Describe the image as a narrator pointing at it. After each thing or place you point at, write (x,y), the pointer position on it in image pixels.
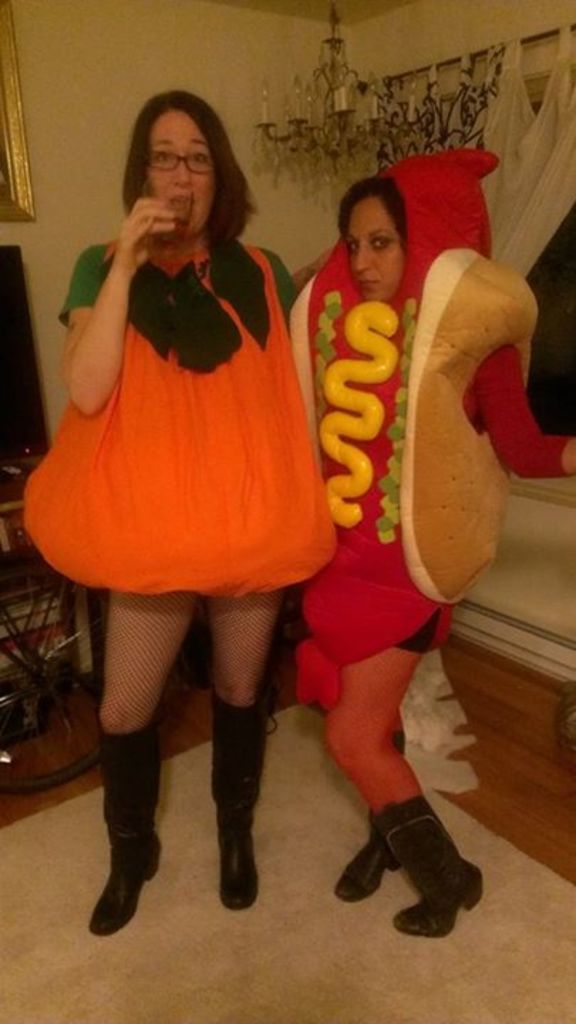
In this image, there are two persons (391,323) wearing clothes (317,530) and standing in front of the wall (71,170). There is a chandeliers (322,109) at the top of the window (552,335). There is window (547,325) on the right side of the image (530,383).
